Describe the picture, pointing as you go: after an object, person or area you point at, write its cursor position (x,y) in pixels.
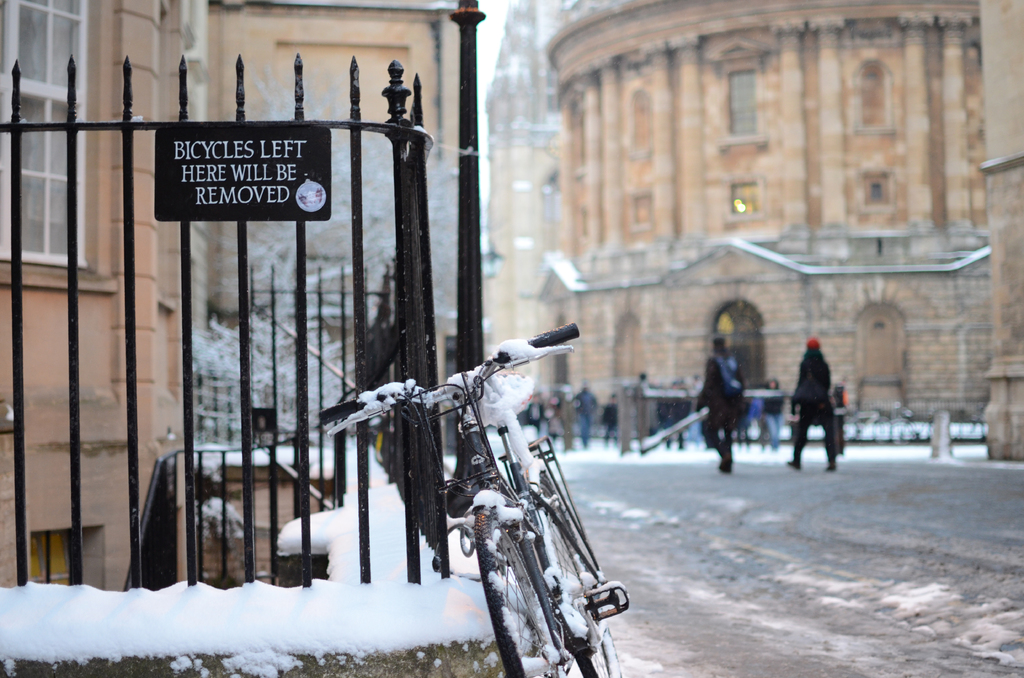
In this image, we can see a black color fence (365,355) and there is a bicycle (517,535), we can see some people (817,426) walking and there are some buildings (786,103).
